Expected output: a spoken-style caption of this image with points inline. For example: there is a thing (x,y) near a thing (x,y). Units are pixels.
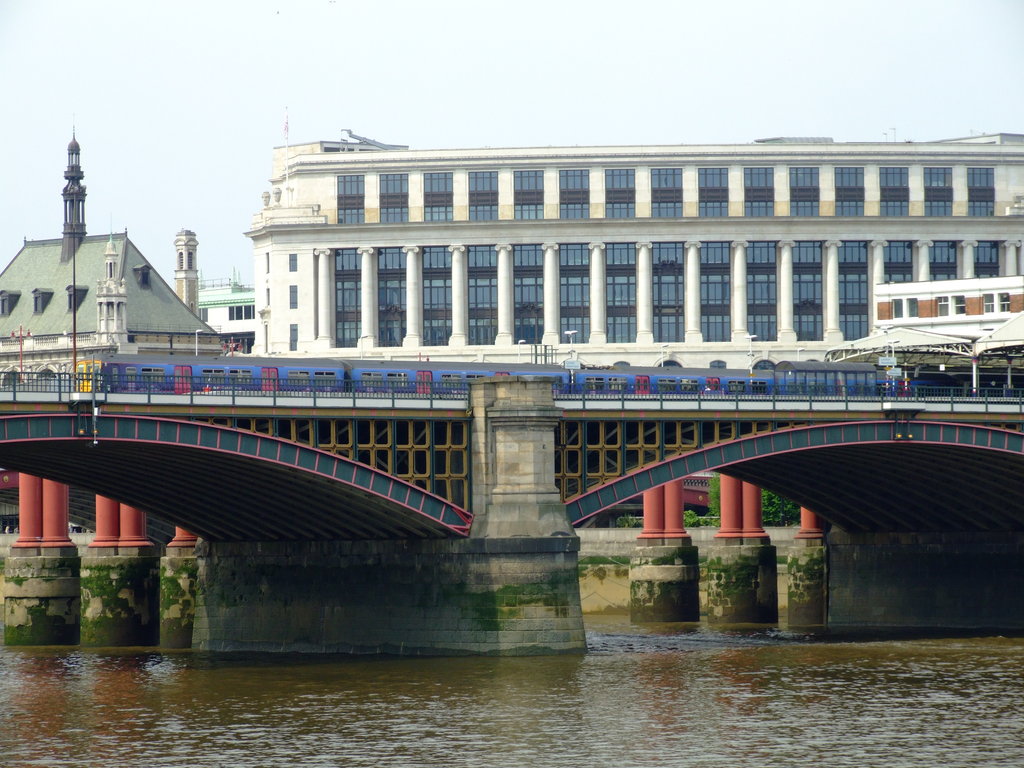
There is a train (385,369) on the railway track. which is on the bridge (516,388), which is built across the river (218,757). In the background (768,576), there are pillars (768,576) of another bridge (129,548), there are buildings (501,215) and there is sky (192,41).
